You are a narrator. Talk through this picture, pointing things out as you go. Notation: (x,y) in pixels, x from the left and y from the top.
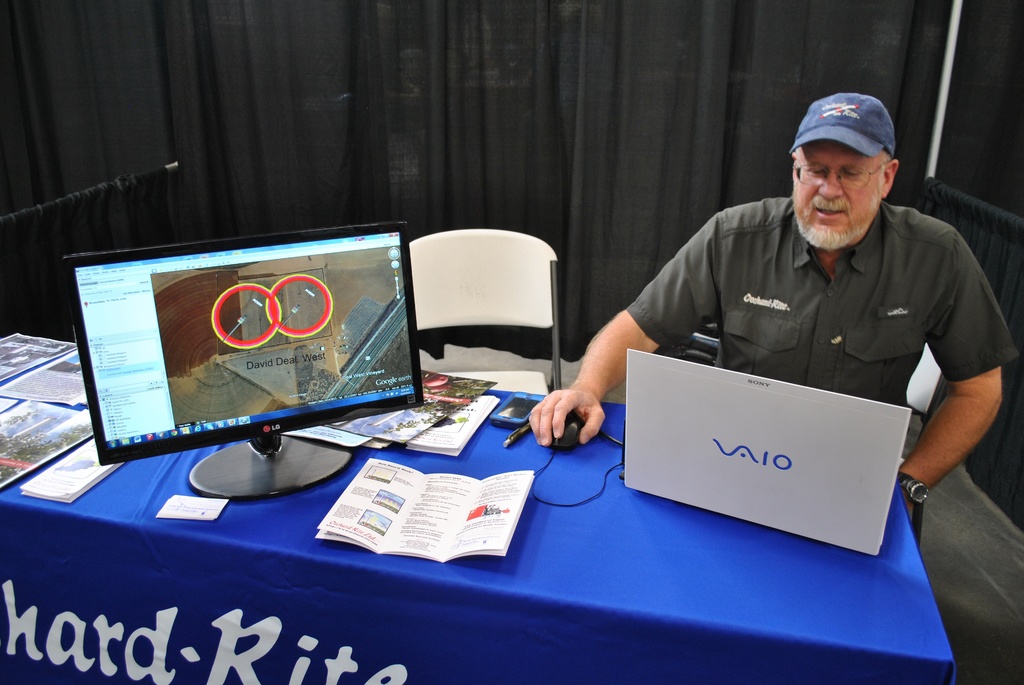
This person (805,178) is sitting on a chair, he wore cap (831,112). In-front of this person (936,337) there is a table (117,503). On a table (720,522) there is a laptop (764,460), monitor (250,358), paper (341,433), pen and mobile (512,413). Curtain (668,207) is in black color.
